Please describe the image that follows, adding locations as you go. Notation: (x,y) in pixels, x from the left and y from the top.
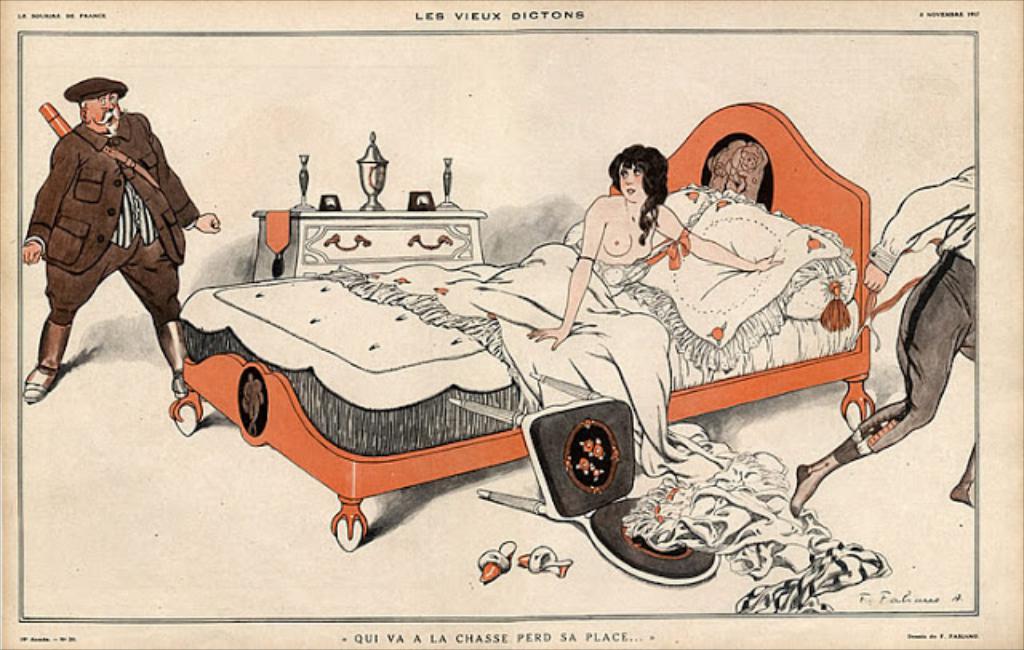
A woman (608,205) is laying on this bed (333,372) with bed-sheet (346,383). Here we can see two people (129,211). On the ground (895,388) there are sandals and chair (562,477). On this table (324,219) there is a trophy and objects (324,202).
